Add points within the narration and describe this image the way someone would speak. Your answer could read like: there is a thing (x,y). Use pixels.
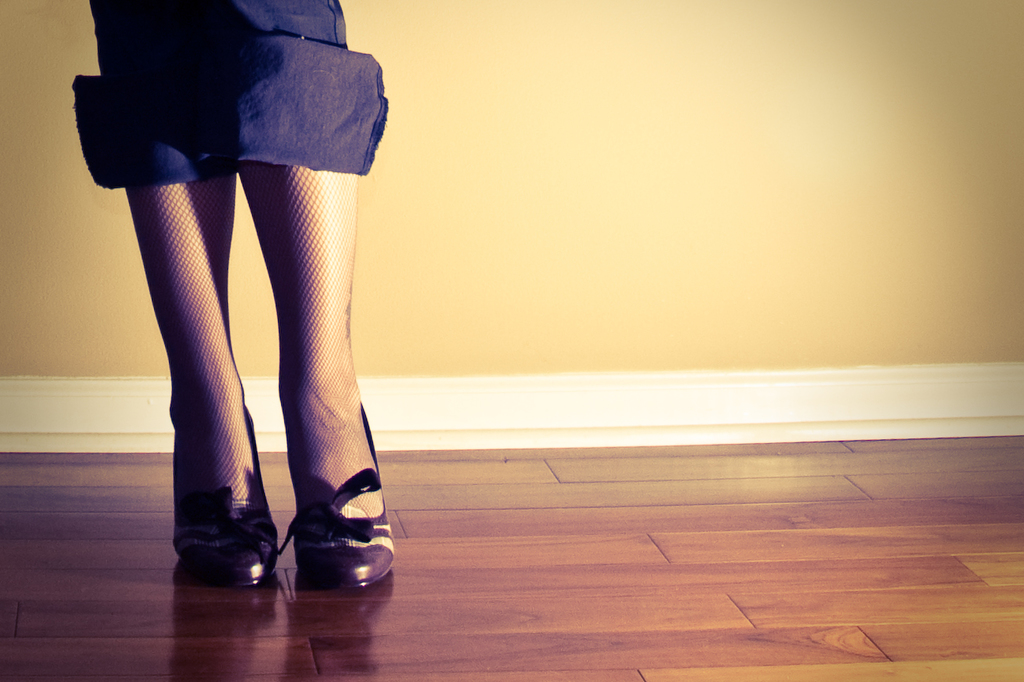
On the left side of this image (166,342) I can see a person's legs (317,299) wearing blue color trouser (302,58) and shoes (327,553). This person (163,313) is standing on the floor (213,625). In the background (583,246) there is a wall (561,193).
